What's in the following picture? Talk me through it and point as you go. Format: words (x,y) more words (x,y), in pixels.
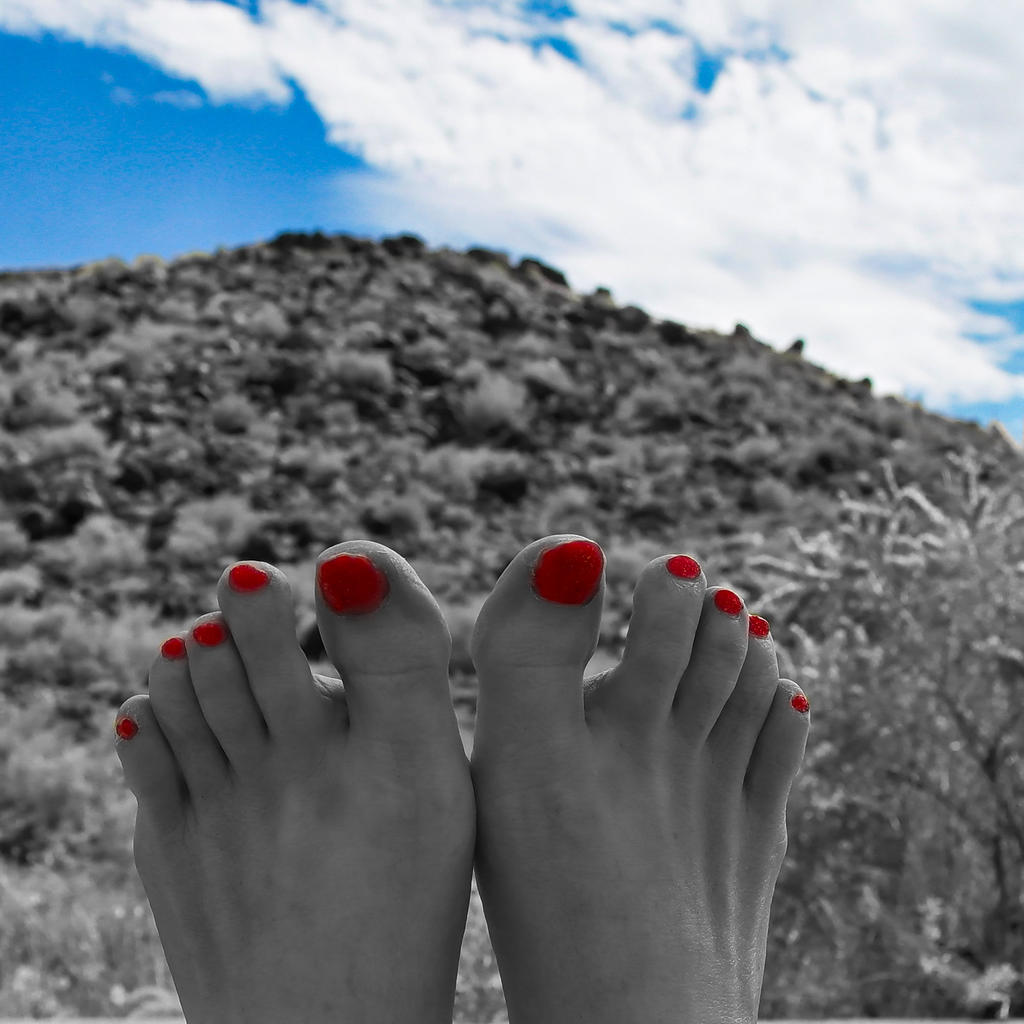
In this picture there is a close view of the girl legs (593,773) with red color nail polish (371,592) on the nail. Behind there is a mountain (436,442) with some grass (593,472). On the top (347,200) we can see sky (236,106) and clouds (455,231).
